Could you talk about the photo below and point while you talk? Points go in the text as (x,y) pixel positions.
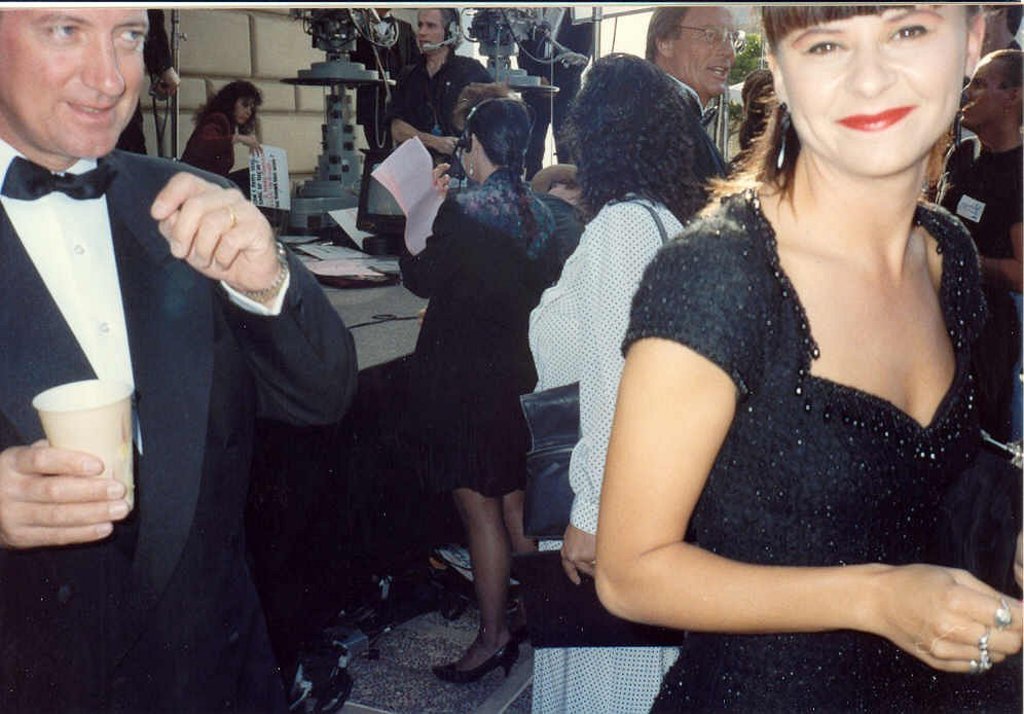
In this image we can see people (306,395) standing on the floor (401,642) and some of them are holding disposable tumblers (125,410) and papers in their hands (115,486). In the background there are some people (364,116) interacting with the machines (327,113).
